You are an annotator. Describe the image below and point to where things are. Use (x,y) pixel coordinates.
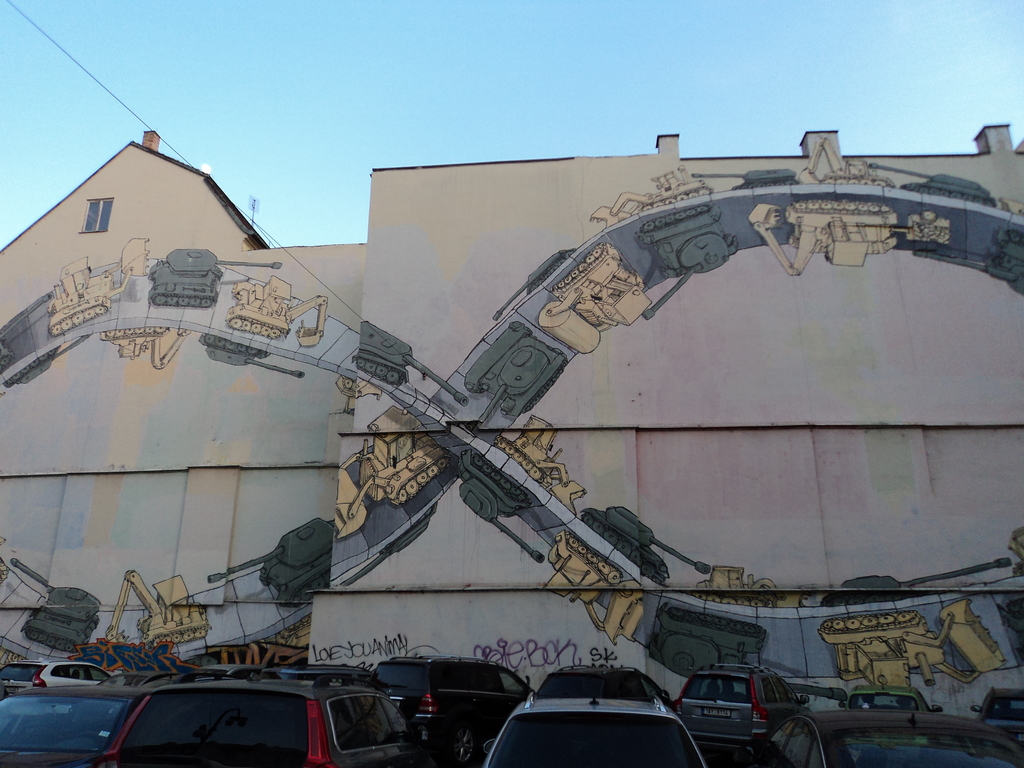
In this picture I can observe a building (242,545). There is a painting (389,365) on the wall (123,590). I can observe tankers (272,573) and cranes (170,619) on the wall (539,440). In front of the building (506,477) there are some cars (240,697) parked on the road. In the background (360,95) there is a sky (493,78).
